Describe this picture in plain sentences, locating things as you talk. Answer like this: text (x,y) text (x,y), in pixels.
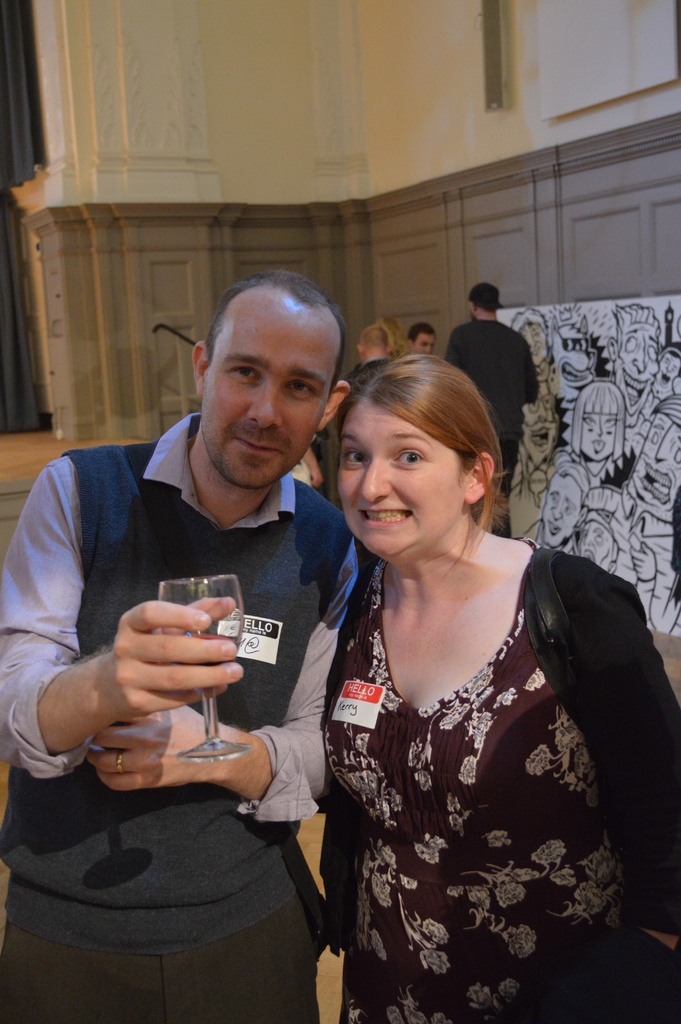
There are group of persons (293,498) in this image. In the front (476,621) woman (491,692) standing at the right side (507,777) is giving expression on her face (389,489). At the left side (176,558) man (168,561) standing is holding a glass (211,638) in his hand (223,674). In the background (421,338) there are four persons (429,331) standing, a board (610,403) with a painting (611,420), and a wall (285,215).
